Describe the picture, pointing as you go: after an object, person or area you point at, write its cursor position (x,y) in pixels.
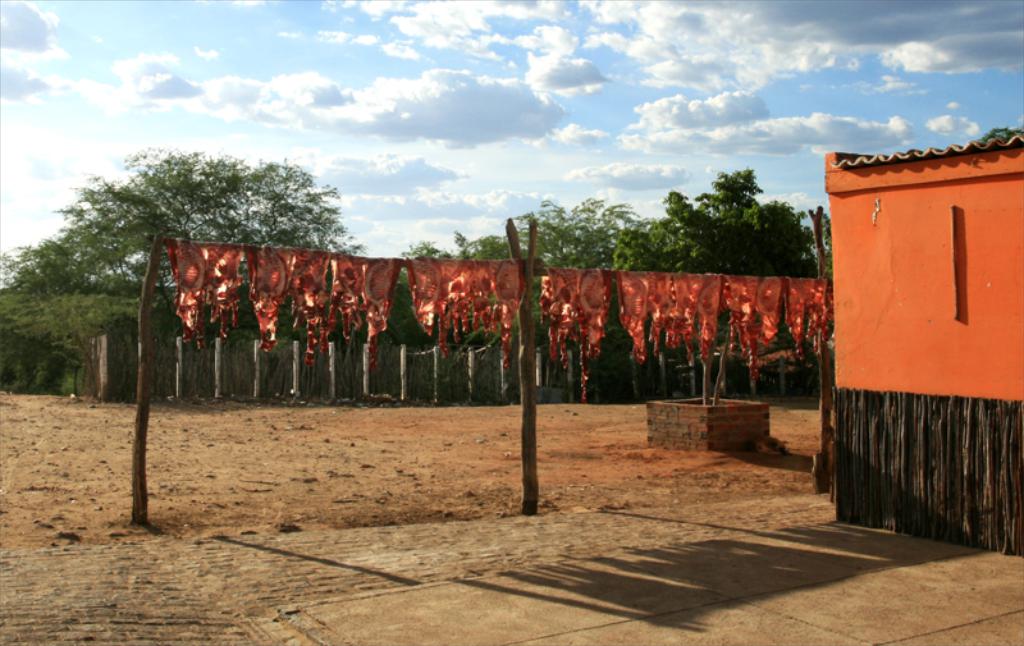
In the center of the image (581,243) we can see the sky (600,114), clouds (796,57), trees (807,349), fences (231,358), one house (977,391), poles (824,347), meat (755,355) on the sticks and a few other objects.
